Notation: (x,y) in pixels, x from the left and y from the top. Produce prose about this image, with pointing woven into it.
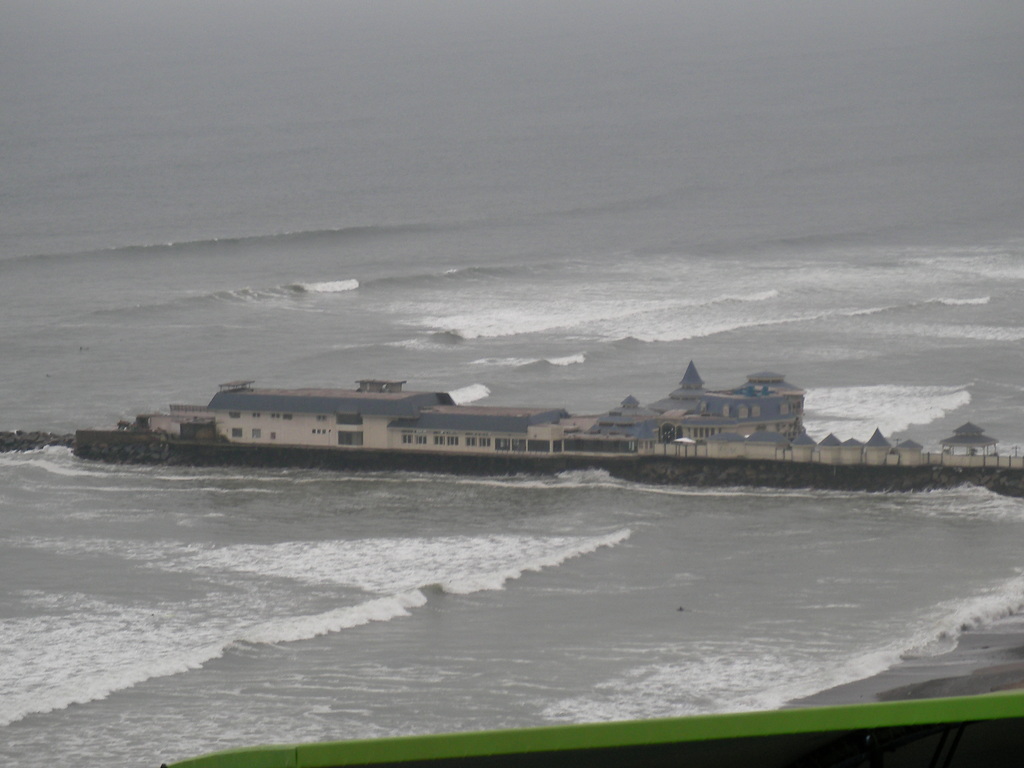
In this picture there is a building (369,416) and there is water (426,322) on either sides of it and there is a green color object (832,729) in the right bottom corner (903,716).
